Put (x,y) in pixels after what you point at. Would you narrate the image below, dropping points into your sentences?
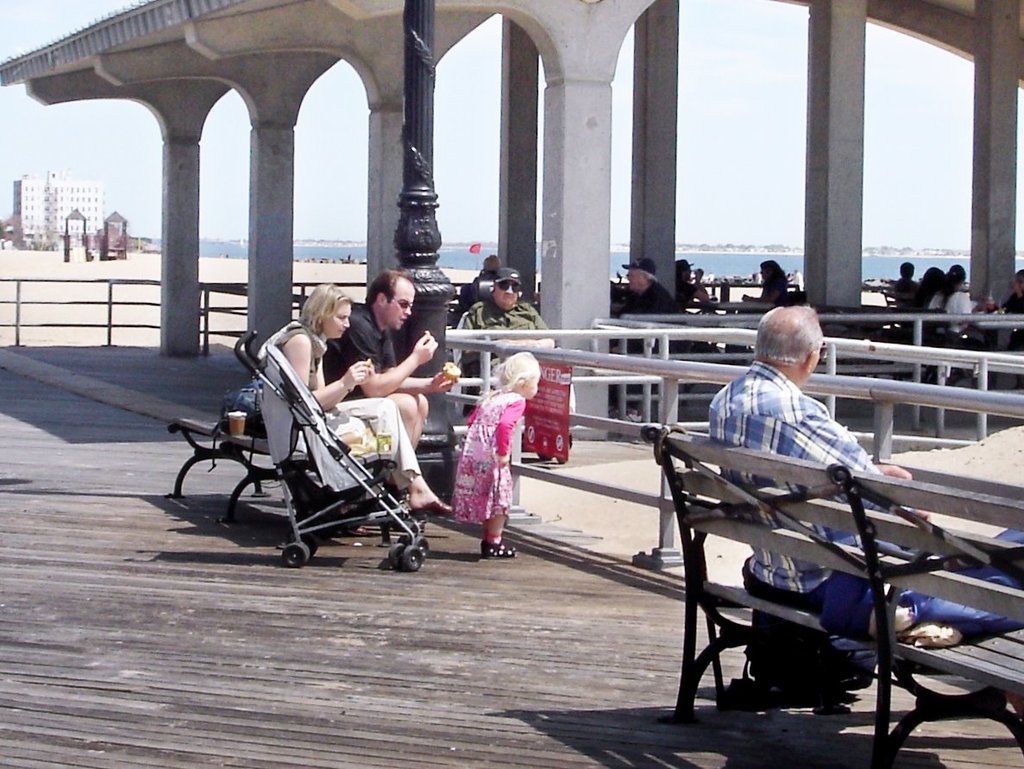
This picture is clicked outside. On the right (968,308) we can see the group of persons (768,447) sitting on the benches (766,533) and we can see a stroller (320,498) and the text (545,434) on the board (561,441) and we can see a kid (500,444) wearing pink color dress (485,470) and standing on the floor (485,581). On the left (325,336) we can see the two persons (357,396) sitting on the benches (261,452) and seems to be eating some food items (449,366) and we can see a backpack (241,398), a glass (240,418) and some other objects (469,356). In the background (749,91) we can see the sky (712,86), buildings (68,200), water body (800,261), pillars (835,96), metal objects (416,199), railings (131,303) and some other objects (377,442).
